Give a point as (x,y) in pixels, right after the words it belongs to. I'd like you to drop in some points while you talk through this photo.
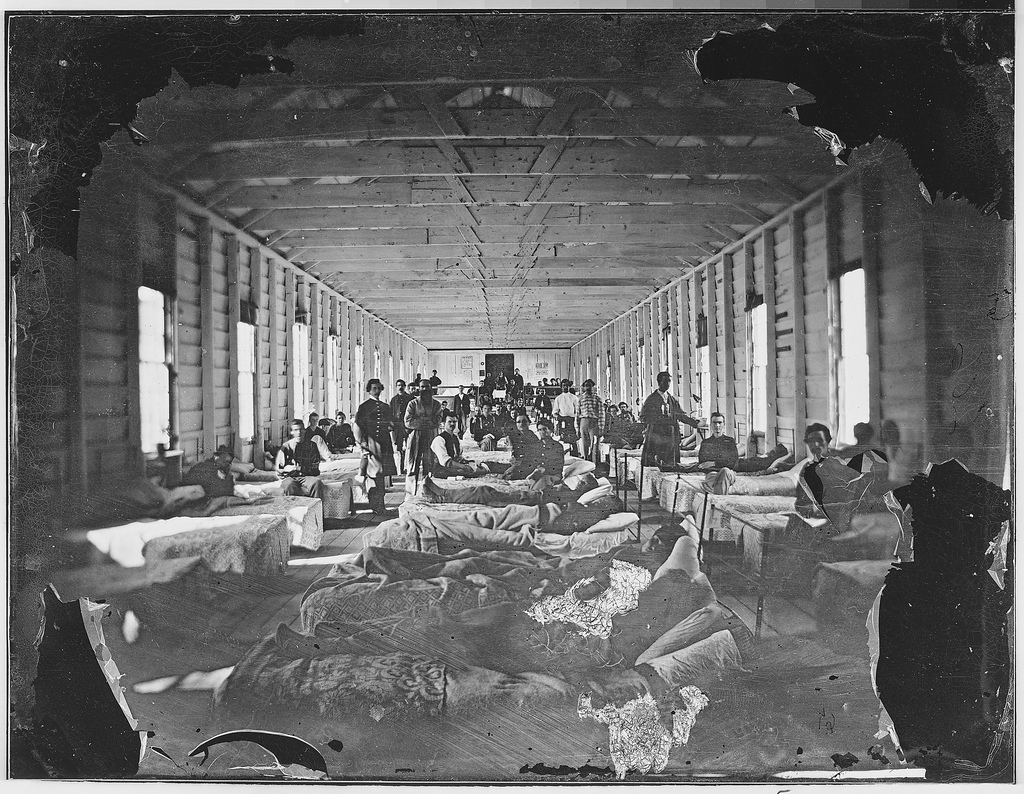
This is a photo. In this picture we can see a group of people (376,441) and some of them are lying on the beds (557,551) and some of them are standing and also we can see the windows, roof (493,276), wall (464,356), floor (781,723), beds (504,532), blankets (403,553), pillows (686,563).
